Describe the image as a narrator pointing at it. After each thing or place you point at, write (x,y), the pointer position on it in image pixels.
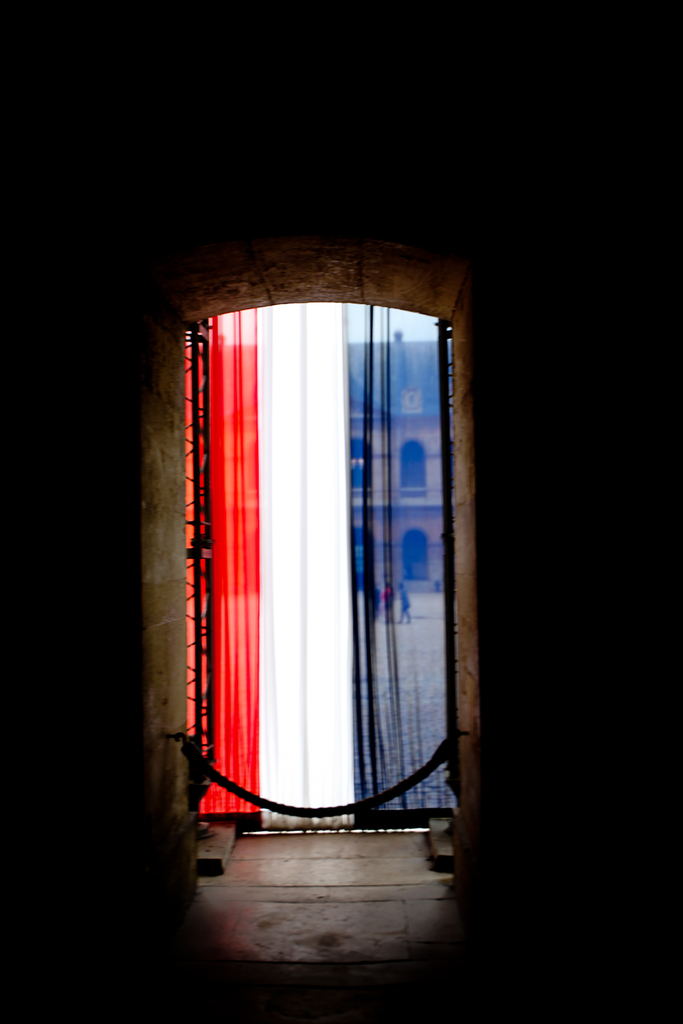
Through this colorful curtain (360,694) we can see building (381,555) and people (384,616). Around this curtain (397,616) it is dark.
